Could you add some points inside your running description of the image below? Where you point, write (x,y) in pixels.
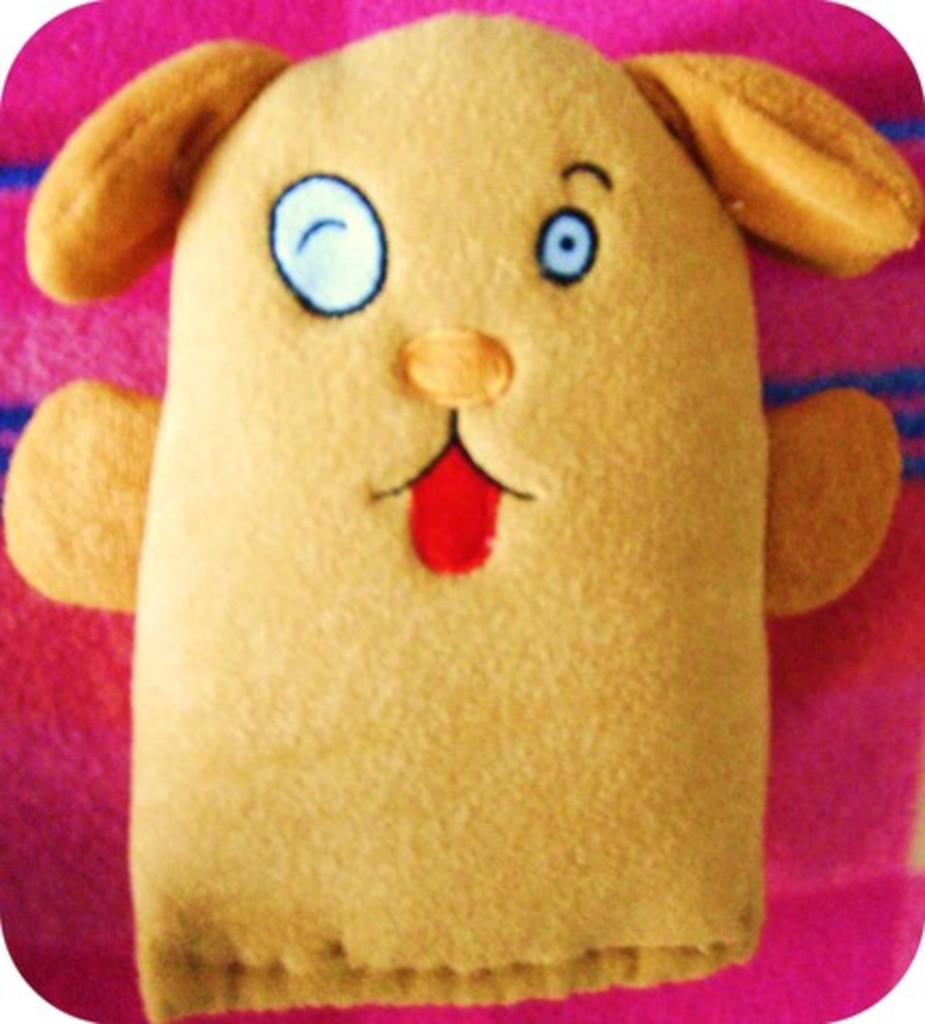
This picture looks like a dog puppet (357,701) and I can see pink color cloth (106,679).
